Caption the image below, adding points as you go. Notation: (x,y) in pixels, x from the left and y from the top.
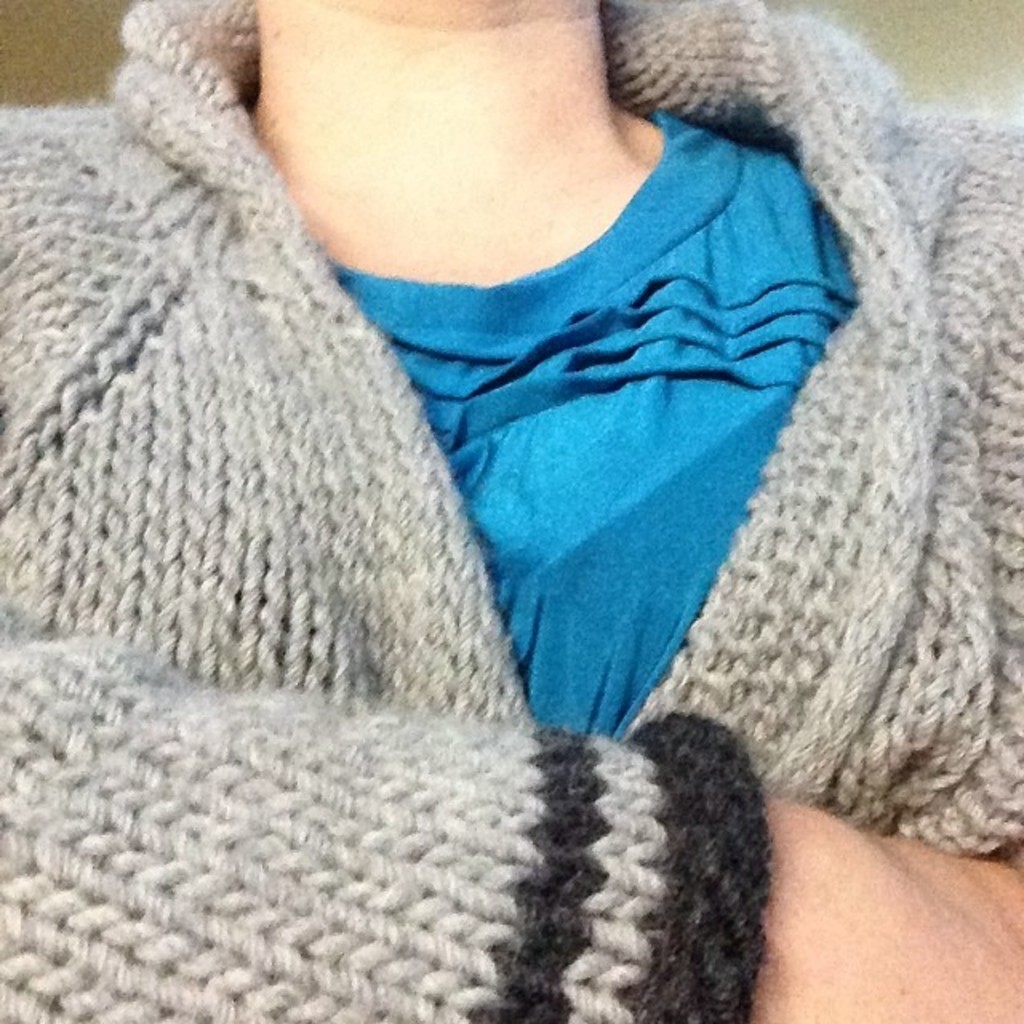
In this image we can see a person (406,445) wearing a t-shirt (537,463) and a woolen jacket (423,450).
